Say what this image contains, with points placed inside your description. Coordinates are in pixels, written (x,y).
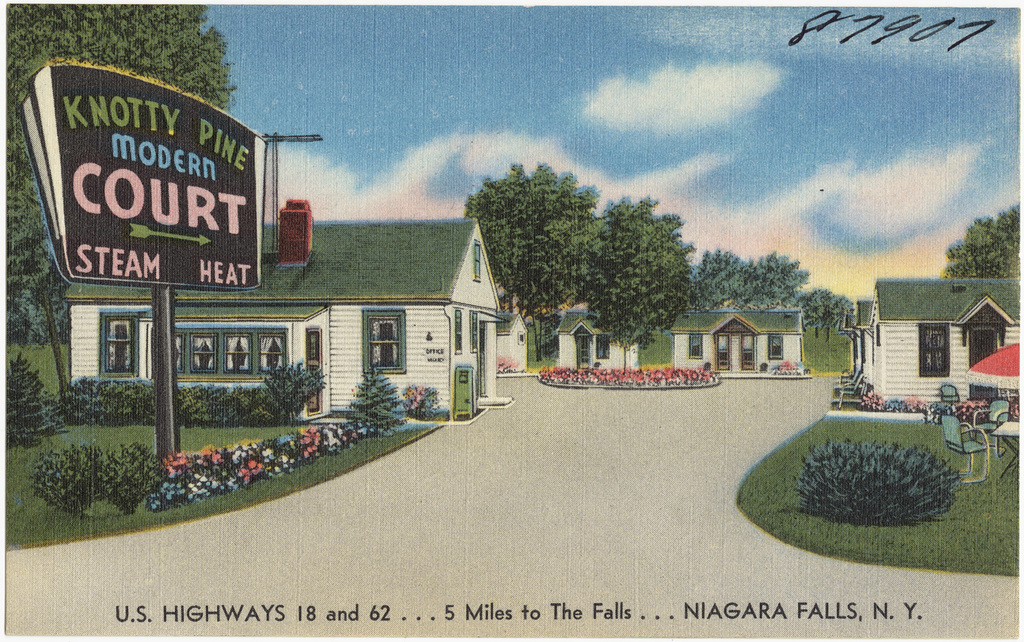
By seeing this image we can say it is a poster in which houses (574,362), trees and a board (125,235) is there.
